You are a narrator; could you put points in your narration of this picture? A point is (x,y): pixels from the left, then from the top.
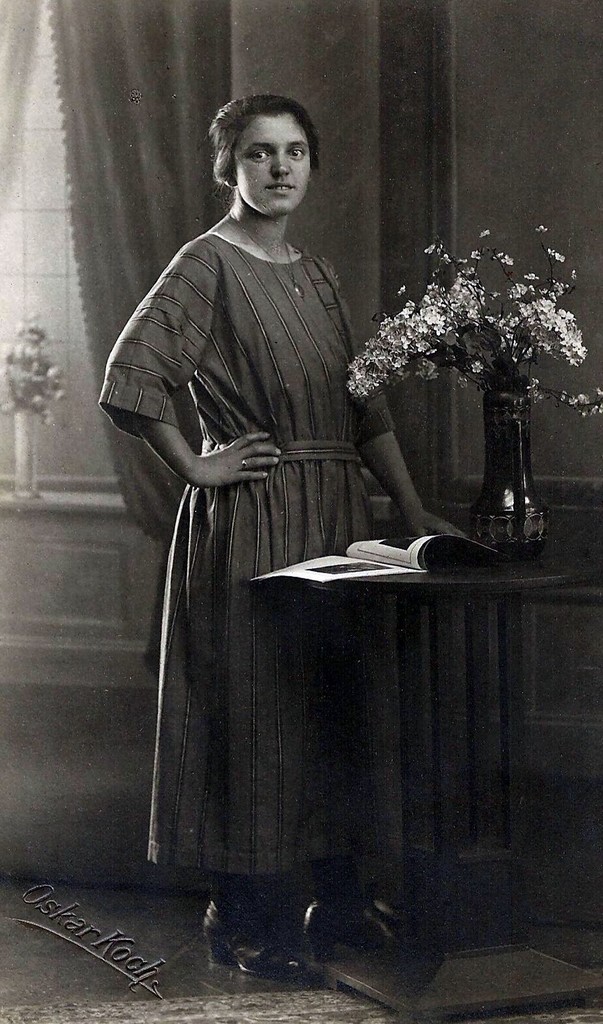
In the image there is a lady (210,278) standing. In front of her there is a table (553,558) with a book (454,551) and a flower vase (512,475). Behind her there is a curtain (74,65) and also there is a vase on the table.
